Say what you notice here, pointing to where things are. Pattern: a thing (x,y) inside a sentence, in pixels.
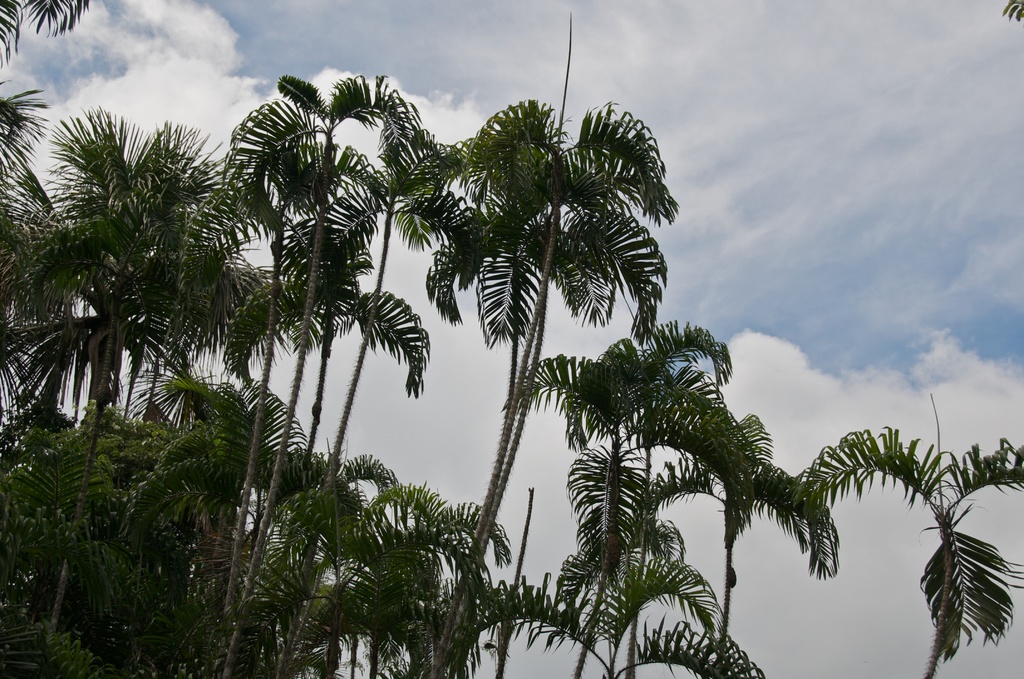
In this image there are trees (354,569) and in the background (946,412) there is cloudy sky (778,294).
